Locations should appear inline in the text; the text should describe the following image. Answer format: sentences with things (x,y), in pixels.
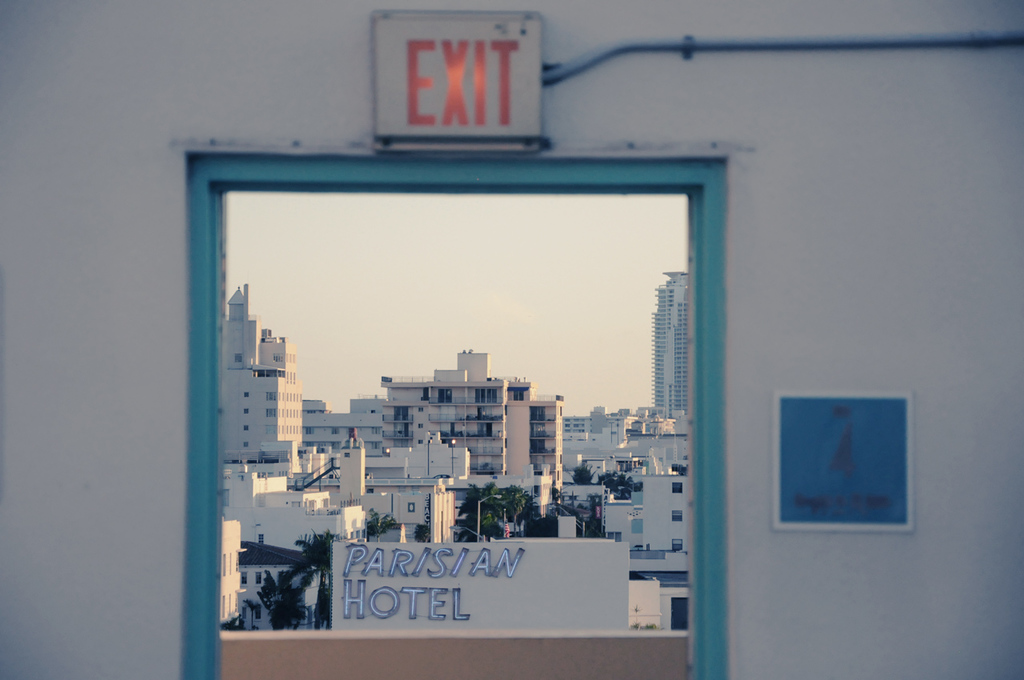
In this image we can see a window (402,204) on a wall (52,153). On the wall (778,84) we can see few objects (817,394). Through the window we can see a group of trees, buildings (602,542) and the sky (521,301). On a building (390,579) we can see the text (404,573).
